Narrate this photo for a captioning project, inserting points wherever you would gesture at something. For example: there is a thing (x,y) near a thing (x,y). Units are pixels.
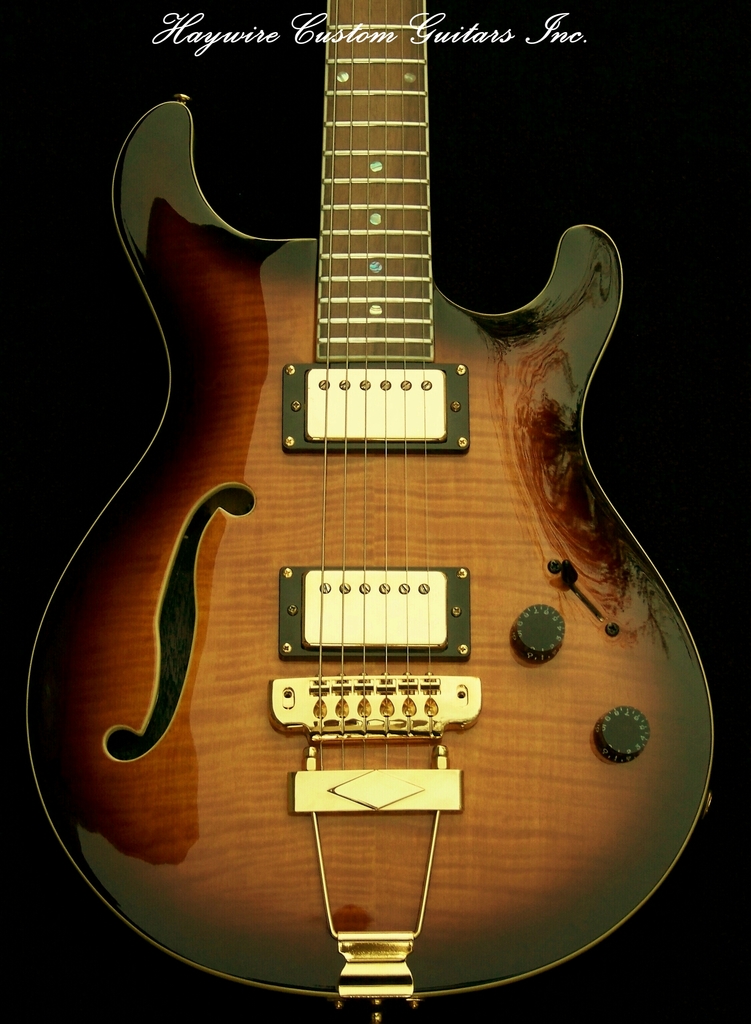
In this picture there is a guitar (231,482) which is brown in color. A black border (582,452) is seen on the guitar (482,709). There are six strings (405,528) in the guitar (404,771).
